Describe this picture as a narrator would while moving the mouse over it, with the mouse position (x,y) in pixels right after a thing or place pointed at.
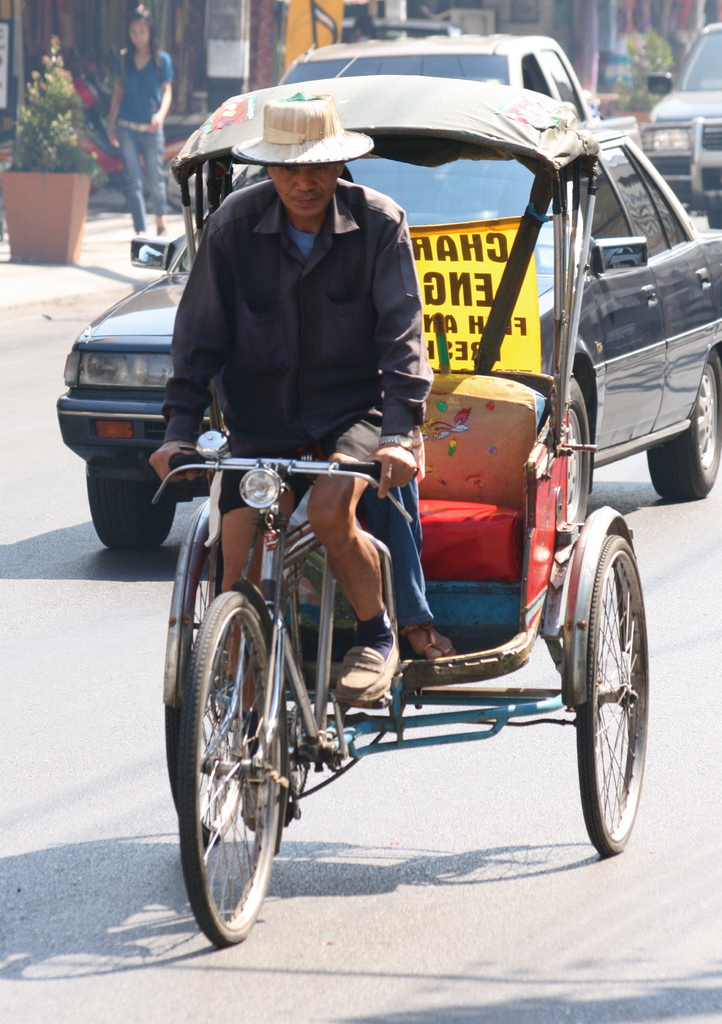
In this picture, there is a man (246,428) riding a cycle (208,763) which is attached to a cart (449,511). He is wearing a black shirt (316,271) and a hat (340,140). Behind him, there are vehicles (510,188) on the road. On the top left (149,72), there is a woman (138,140). Before her, there is a plant (62,110) in the pot (48,194).
